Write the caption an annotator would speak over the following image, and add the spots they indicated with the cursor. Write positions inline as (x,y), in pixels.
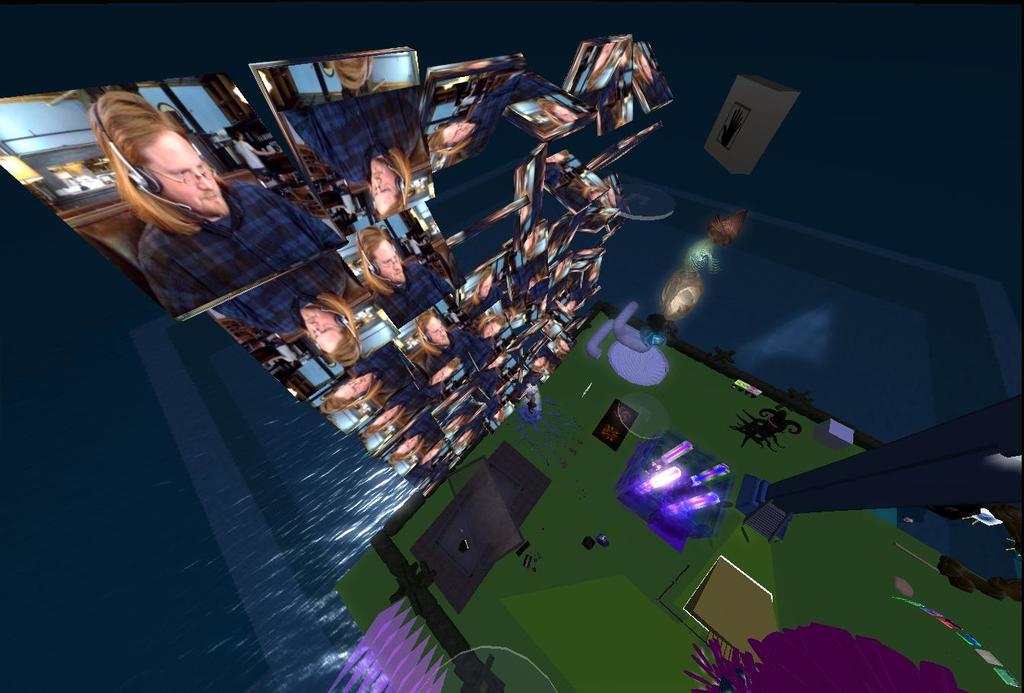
This is an aerial picture of the island (669,571), on the left side of the image (244,284) we can see a screen (270,248) with images (270,248), there are some objects (635,336) like pillar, lights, box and some other objects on the ground (692,425), also we can see the water (828,89).
